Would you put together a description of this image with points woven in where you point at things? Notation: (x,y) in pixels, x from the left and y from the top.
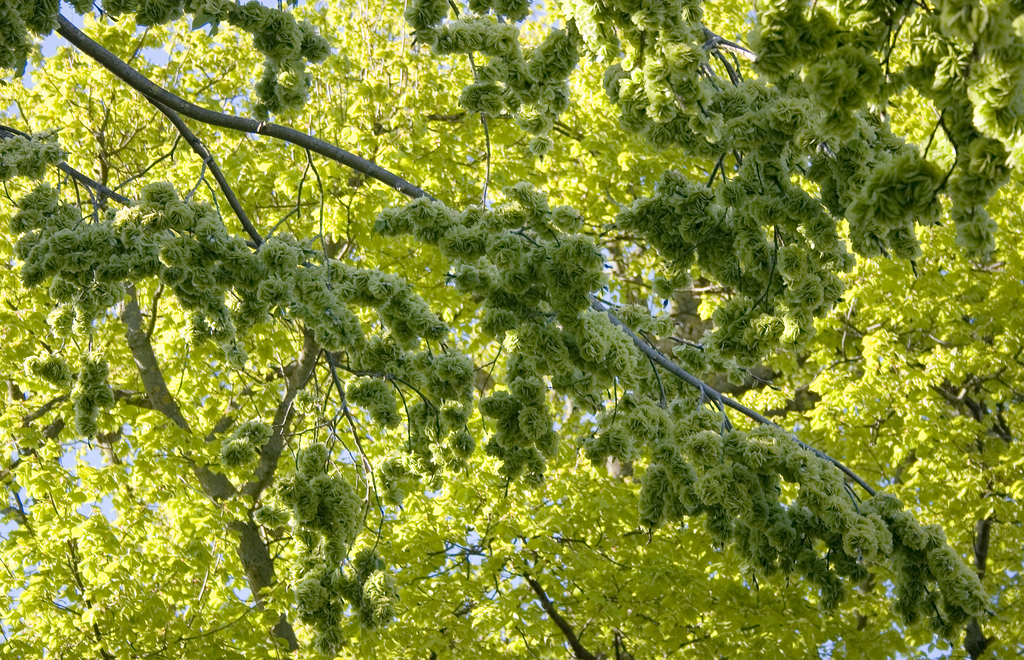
In this image we can see trees (354,331), there is sky (308,64).
